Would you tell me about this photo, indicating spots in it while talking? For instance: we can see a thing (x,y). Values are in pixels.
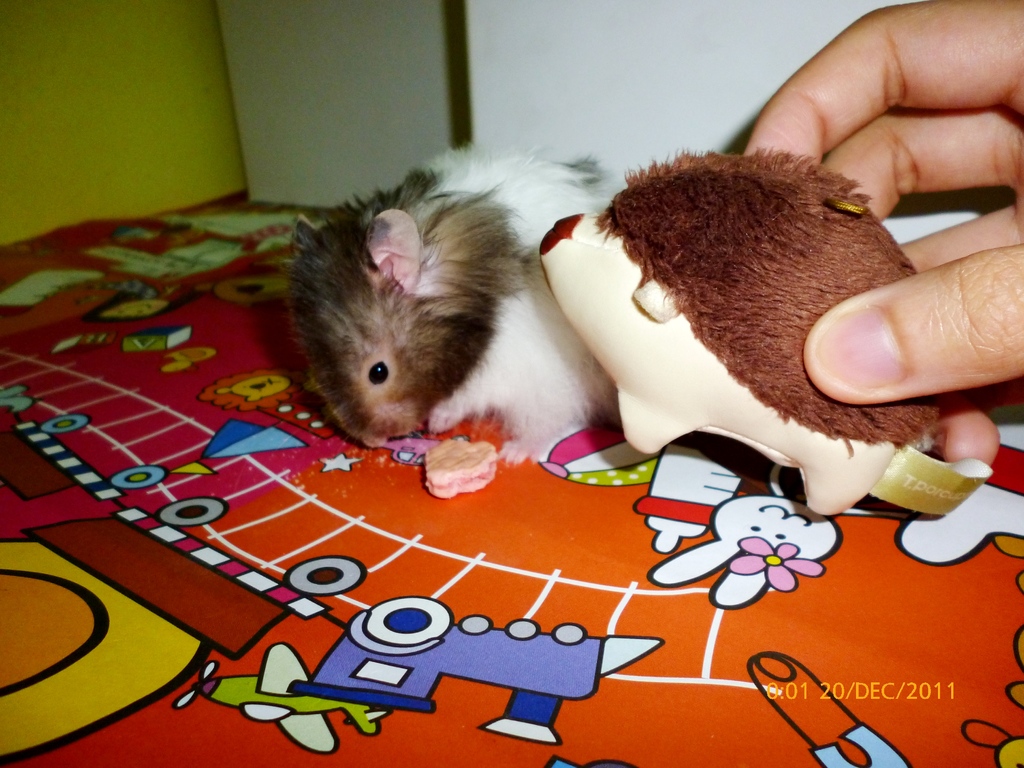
In this image I can see the person (994,366) holding the toy (759,222) and I can also see the hamster (414,296) on the colorful surface (358,473).
